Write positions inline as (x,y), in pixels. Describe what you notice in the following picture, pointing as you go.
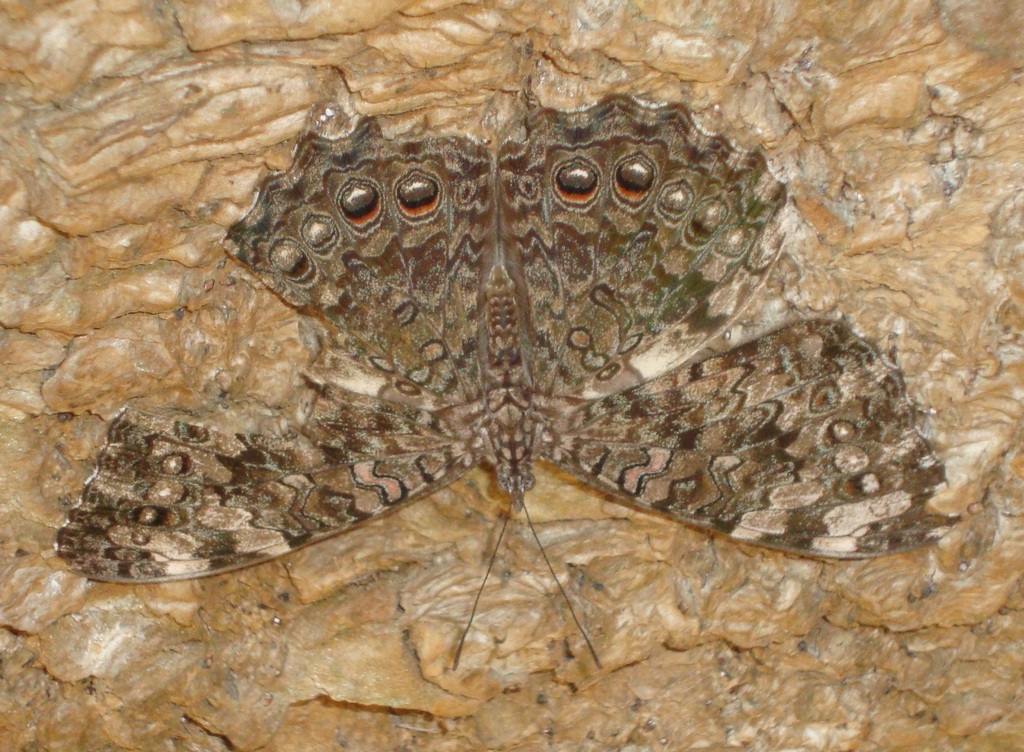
In this image I can see a butterfly (509,332) on a wooden surface (711,631).
